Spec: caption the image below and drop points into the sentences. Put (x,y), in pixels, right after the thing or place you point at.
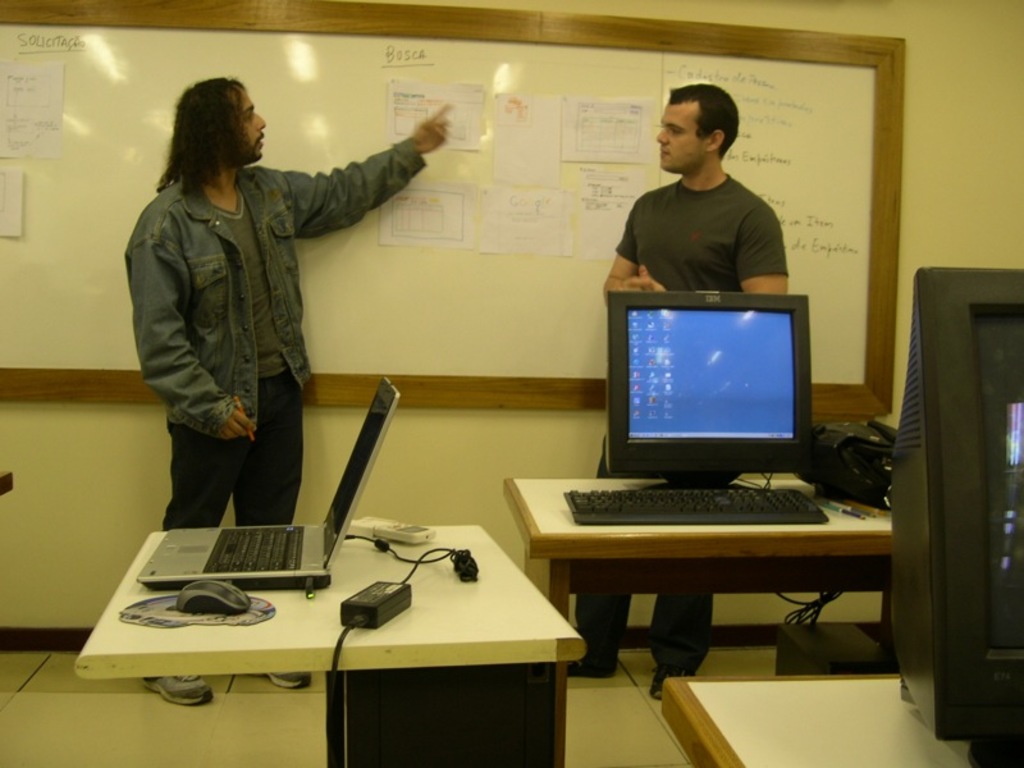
In this image I can see two men (186,525) are standing. Here I can see number of tables (762,531) and also a laptop (386,389), a monitor (626,472) and a keyboard (745,510).
